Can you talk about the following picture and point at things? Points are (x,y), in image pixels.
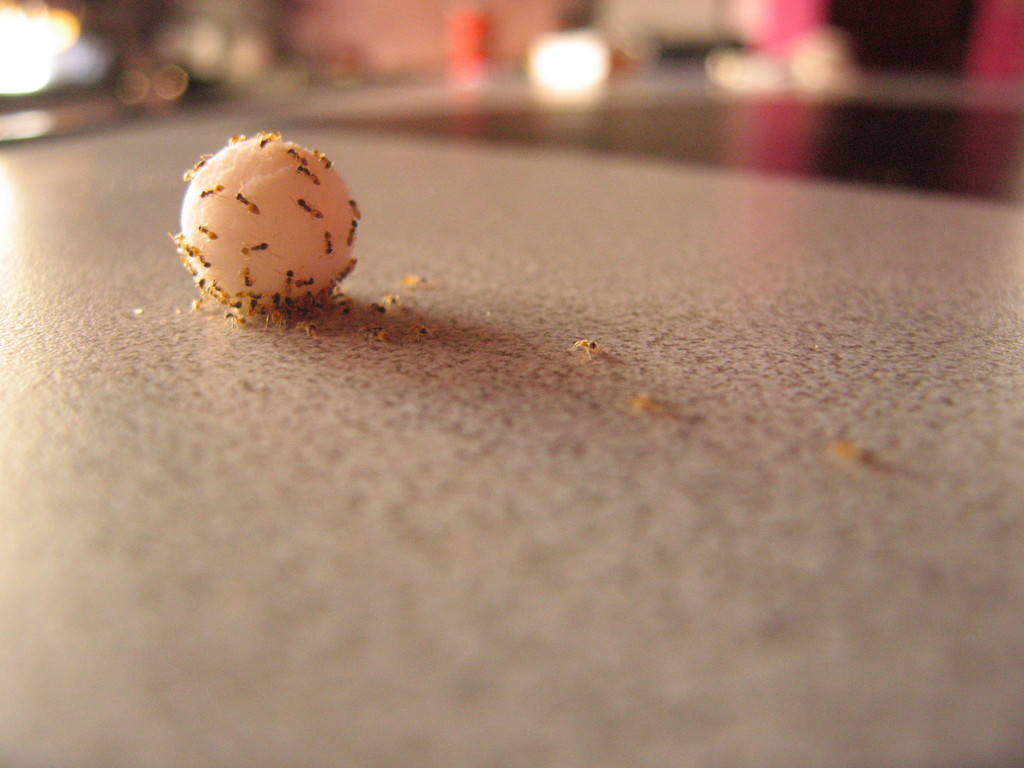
In this picture we can see floor (362,523) at the bottom (451,585), there is some food (301,268) in the middle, we can also see ants (212,295), there is a blurry background.
